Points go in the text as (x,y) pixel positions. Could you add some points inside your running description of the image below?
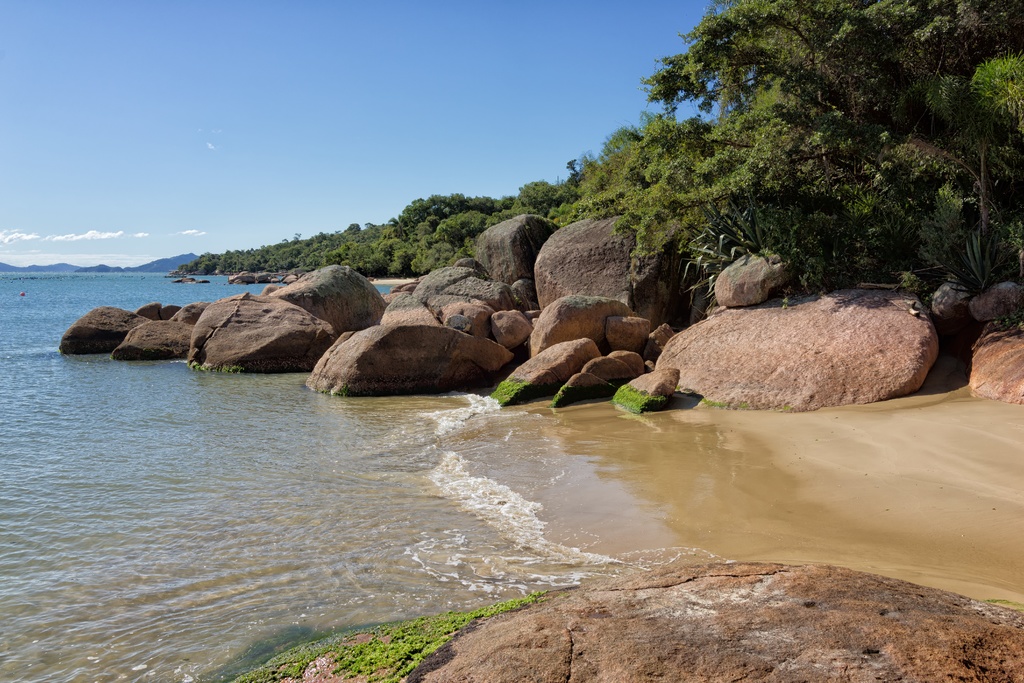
We can see water (5,377), algae (643,394), stones (555,673) and rocks (351,318). In the background (406,232) we can see trees (413,212) and sky (123,223) with clouds (33,238).
